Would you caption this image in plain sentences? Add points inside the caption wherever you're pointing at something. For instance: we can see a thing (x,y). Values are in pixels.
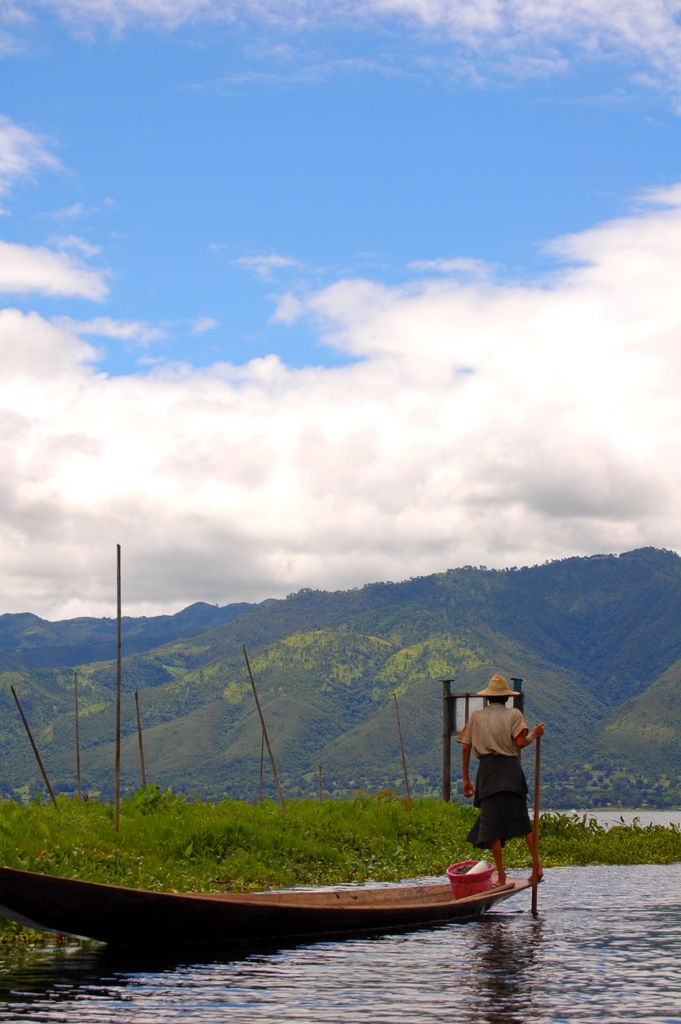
In this picture we can see a boat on water (533,980), here we can see a person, sticks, plants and some objects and in the background (671,743) we can see mountains (573,677) and sky (581,333) with clouds (554,294).
